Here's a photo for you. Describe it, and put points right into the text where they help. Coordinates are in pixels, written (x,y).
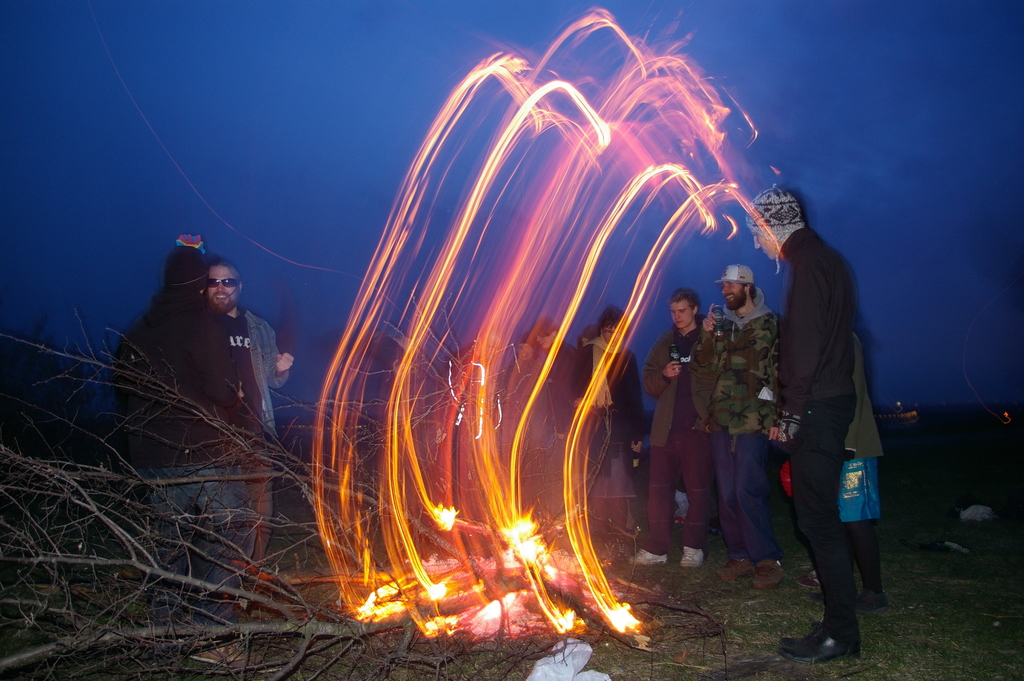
This image consists of many people (709,348) standing. It looks like it is clicked outside. In the middle (434,434), there is a fire (456,619). To the left (82,558), there are dry plants (83,539). At the top (89,67), there is a sky (89,75).
